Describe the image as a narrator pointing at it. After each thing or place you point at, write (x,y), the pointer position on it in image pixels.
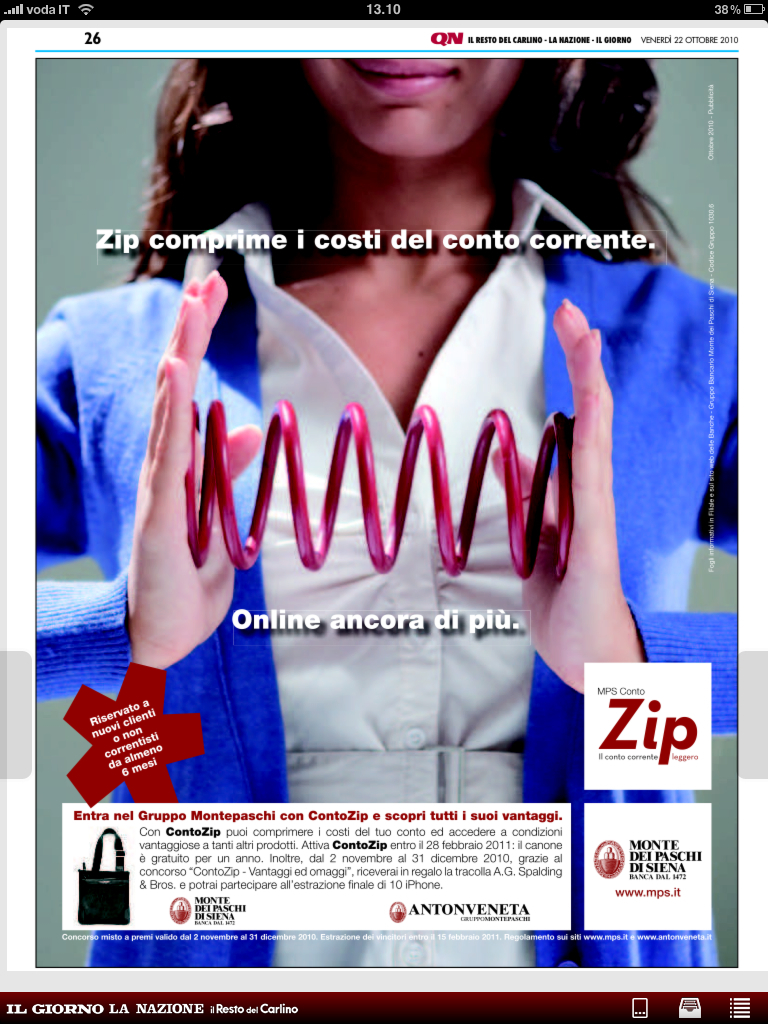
In this image there is the screenshot of the screen (600,966) and there is some text (444,617) on it with the image of the woman (376,468) holding an object (395,499) which is pink in colour.
